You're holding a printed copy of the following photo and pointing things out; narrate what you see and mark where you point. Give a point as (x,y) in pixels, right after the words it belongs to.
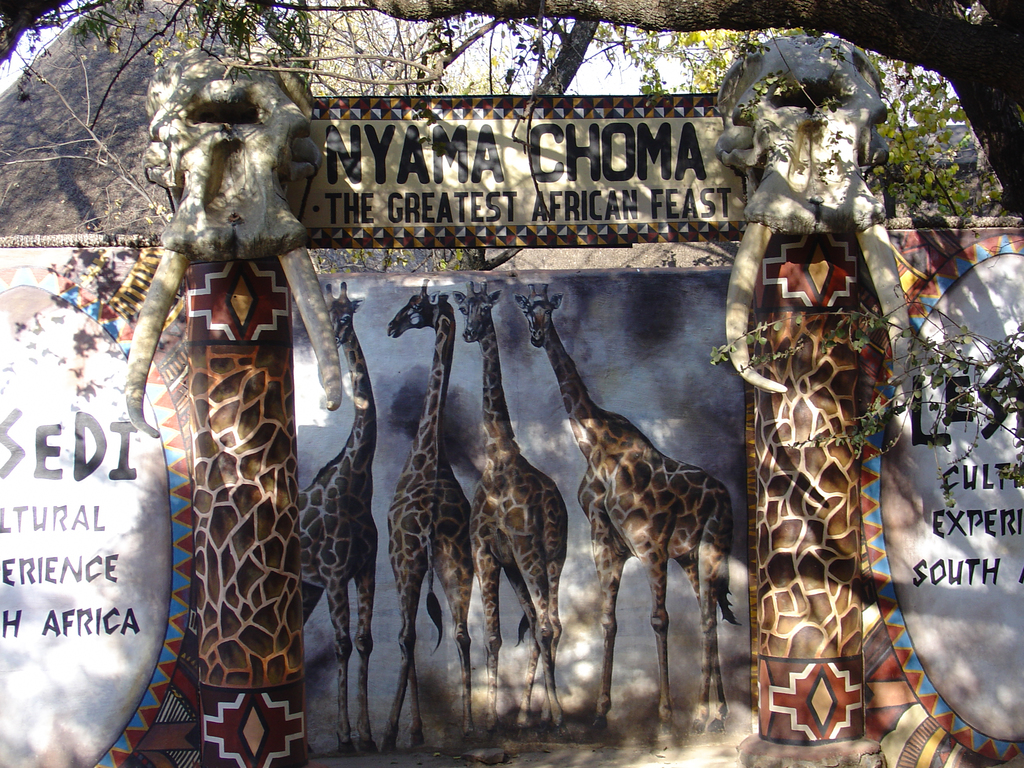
In this picture we can see an arch (795,385) and on the arch (227,340) there are sculptures (228,160), tusks (860,243) and a name board (435,171). Behind the arch (233,607) there's a wall (438,441) with paintings (396,484) and behind the wall (420,292) there is a roof (62,138), trees (565,78) and the sky (579,74).
